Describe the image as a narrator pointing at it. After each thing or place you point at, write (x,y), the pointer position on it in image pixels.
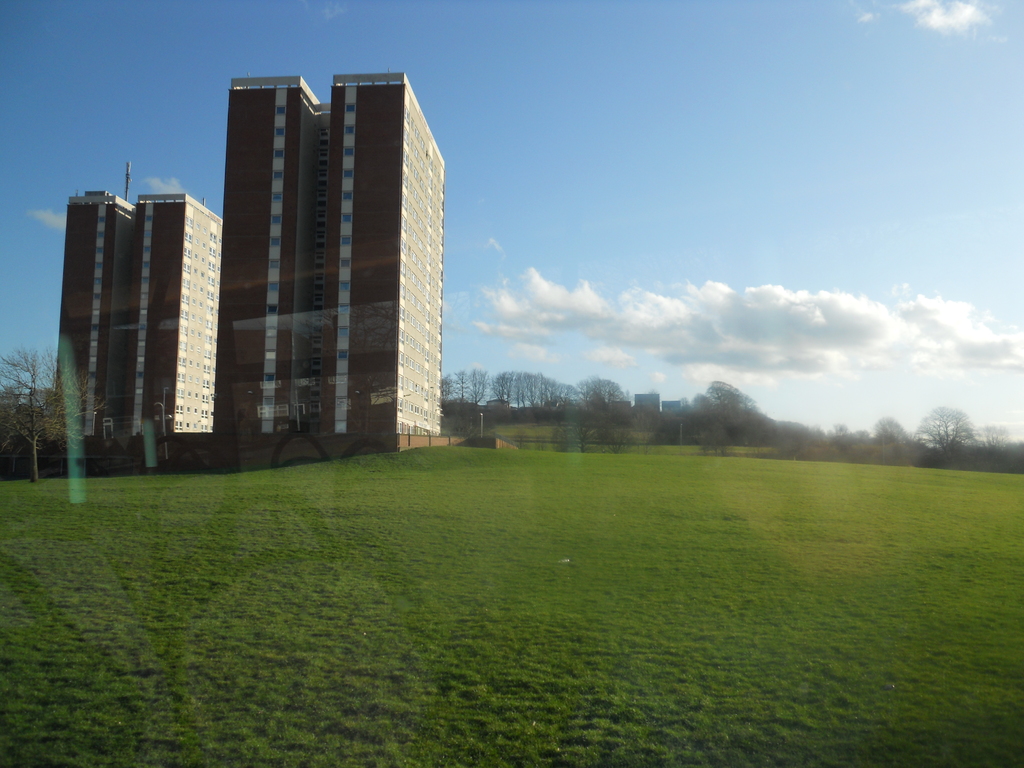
On the left side of the image (245,372) buildings (270,400) are there. In the middle of the image (469,412) trees (588,419), pole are there. At the bottom of the image (492,630) we can see a ground (672,585). At the top of the image (753,201) clouds (712,315) are present in the sky (27,340).
